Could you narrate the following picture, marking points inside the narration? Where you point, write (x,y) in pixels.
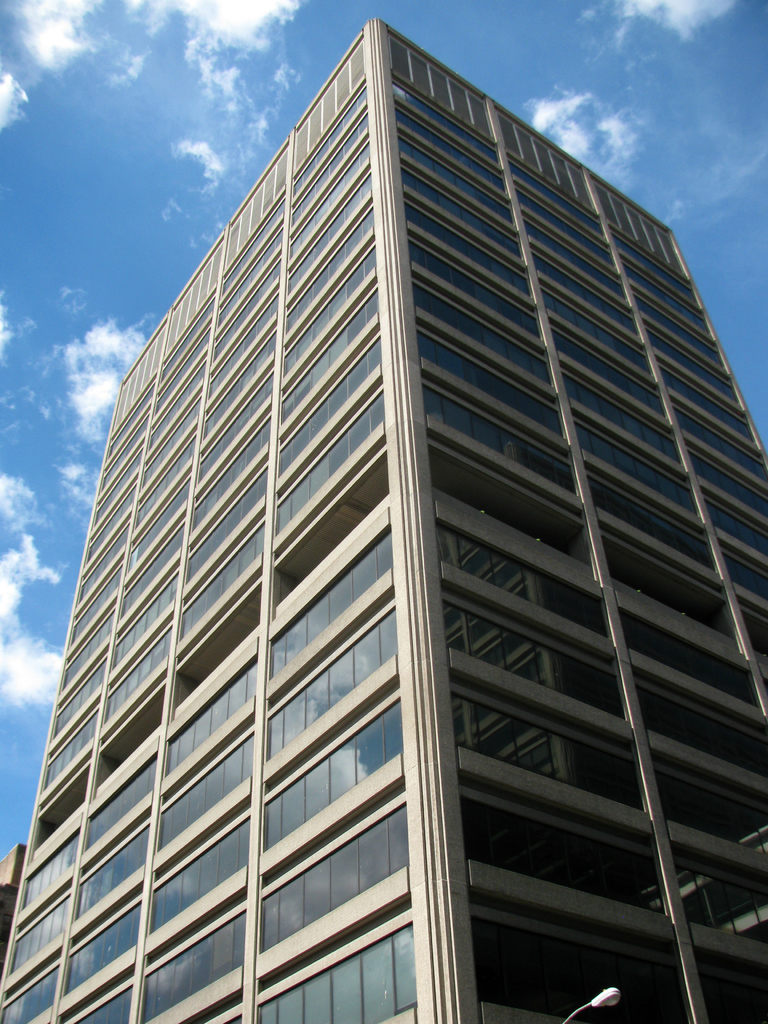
This image is taken outdoors. At the top of the image (113,180) there is the sky (183,30) with clouds (39,685). In the middle of the image (285,645) there is a skyscraper (342,835).
